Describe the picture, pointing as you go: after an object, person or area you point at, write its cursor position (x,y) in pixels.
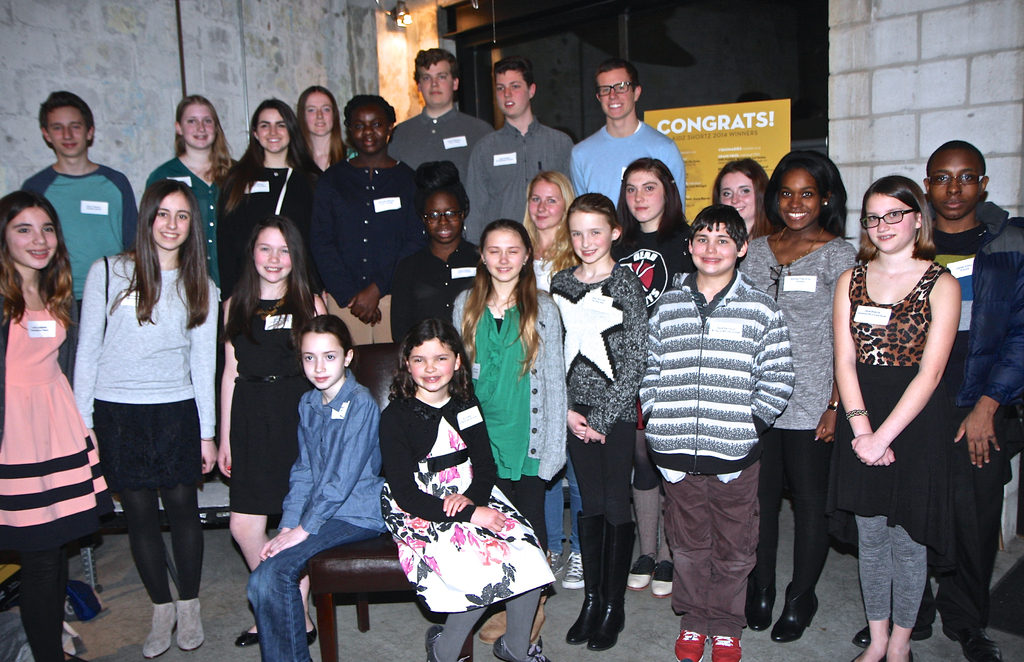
In the image we can see there are many people (529,279) standing, they are wearing clothes (473,260), shoes (642,561) and some of them are wearing spectacles (612,88), there are two children (422,516) sitting on the chair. There is a wall (910,68) and a poster (758,133), this is a footpath (218,593) and a light (397,7). These people (485,208) are smiling and this is a white sticker (33,332).
